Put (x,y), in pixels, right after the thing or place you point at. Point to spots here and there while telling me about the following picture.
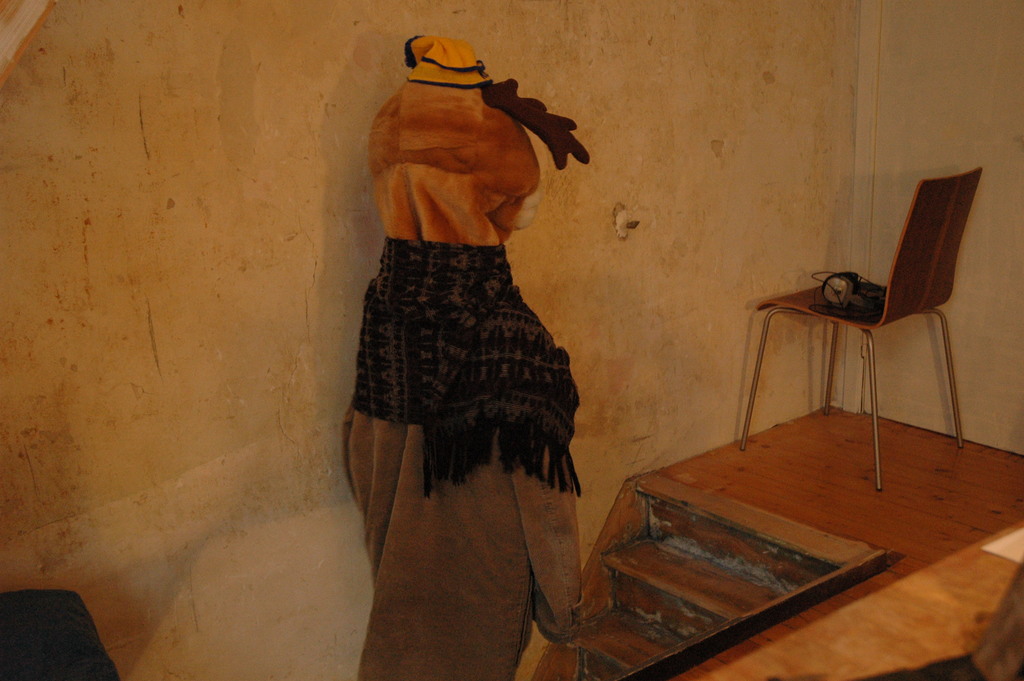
In this picture there is a dress (436,504) which is hanged on the wall (390,87), beside that I can see the wooden stairs (617,626). On the right (838,315) I can see the headphone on this chair (857,321).
